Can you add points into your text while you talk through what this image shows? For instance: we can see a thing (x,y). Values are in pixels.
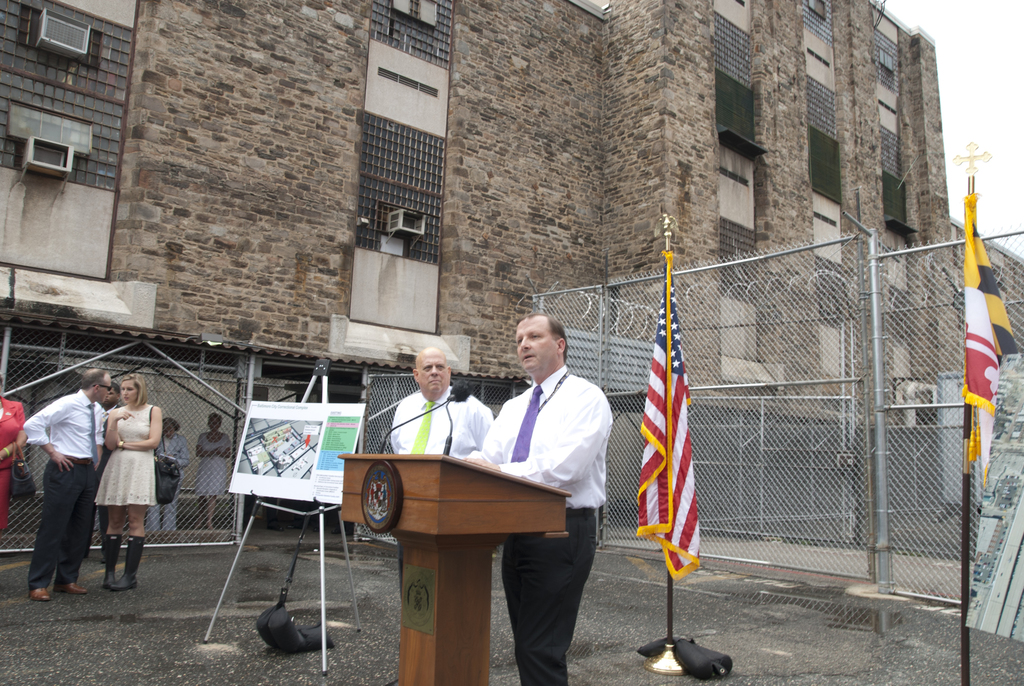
A person (567,426) wearing a white shirt (570,408) and violet tie (531,418) is speaking. Behind him another person (435,415) is standing. There is a lady (132,476) wearing boots (140,545) is standing next to a person (75,452). There are two flags (966,397) and there is a podium (451,497) with mic (455,397). There is a board (314,425) and a stand (309,386). In the background (287,216) there is a building (596,173). There are railings (231,390) in the background (807,446).
